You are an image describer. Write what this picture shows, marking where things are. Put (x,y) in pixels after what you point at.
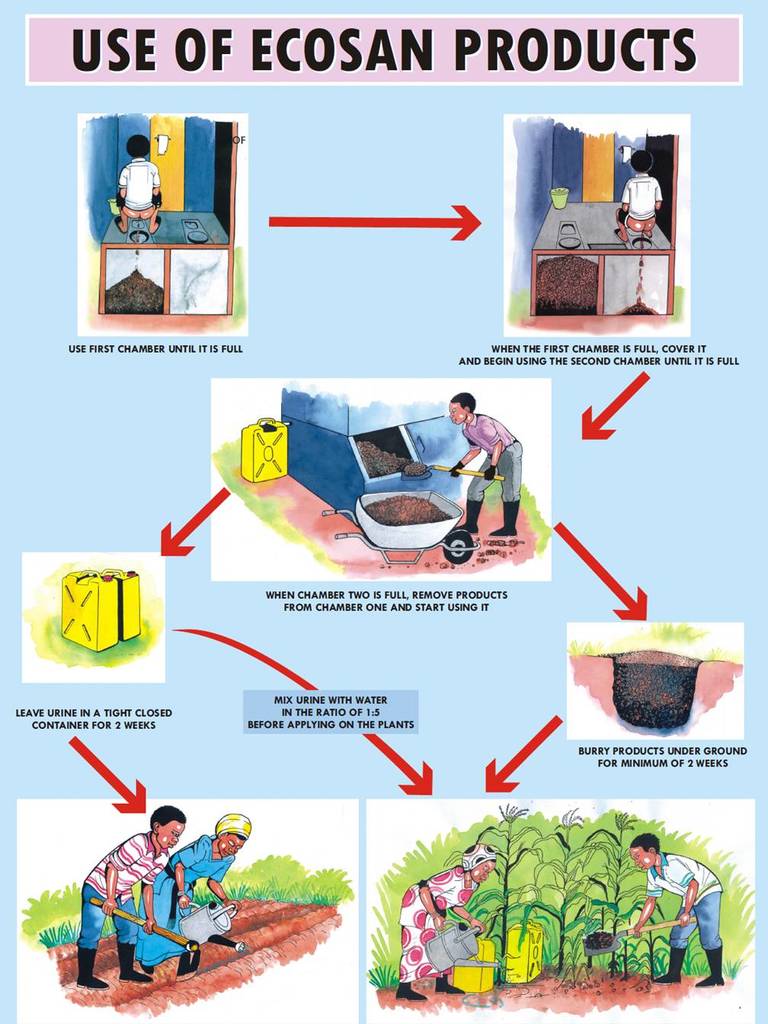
In this picture we can see the poster (664,736). In that we can see a boy (121,177) who is squatting over the toilet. In the center (491,430) we can see a man (468,521) who is working. In the bottom (648,854) there are four persons (444,891) were working on the farm land (562,905).
